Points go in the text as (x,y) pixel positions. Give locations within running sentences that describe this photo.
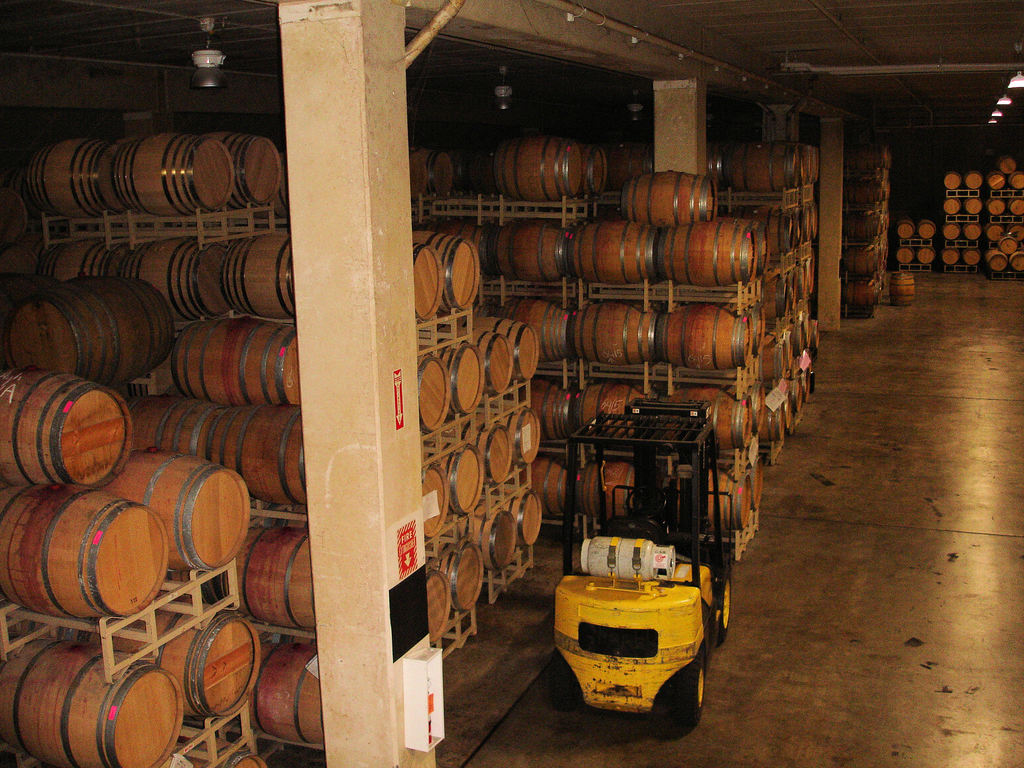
This picture is taken inside the room (894,207). In this image, on the left side (313,162), we can see a pillar (372,115) and a shelf (151,627) with some barrels (215,354). In the middle of the image (638,459), we can also see a vehicle (654,650) which is placed on the floor (720,748). On the right side (1005,184), we can also see a shelf (886,220) with some objects (920,228). At the top (969,102), we can see a roof (960,20) with few lights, at the bottom (868,572), we can see a floor (868,572).
